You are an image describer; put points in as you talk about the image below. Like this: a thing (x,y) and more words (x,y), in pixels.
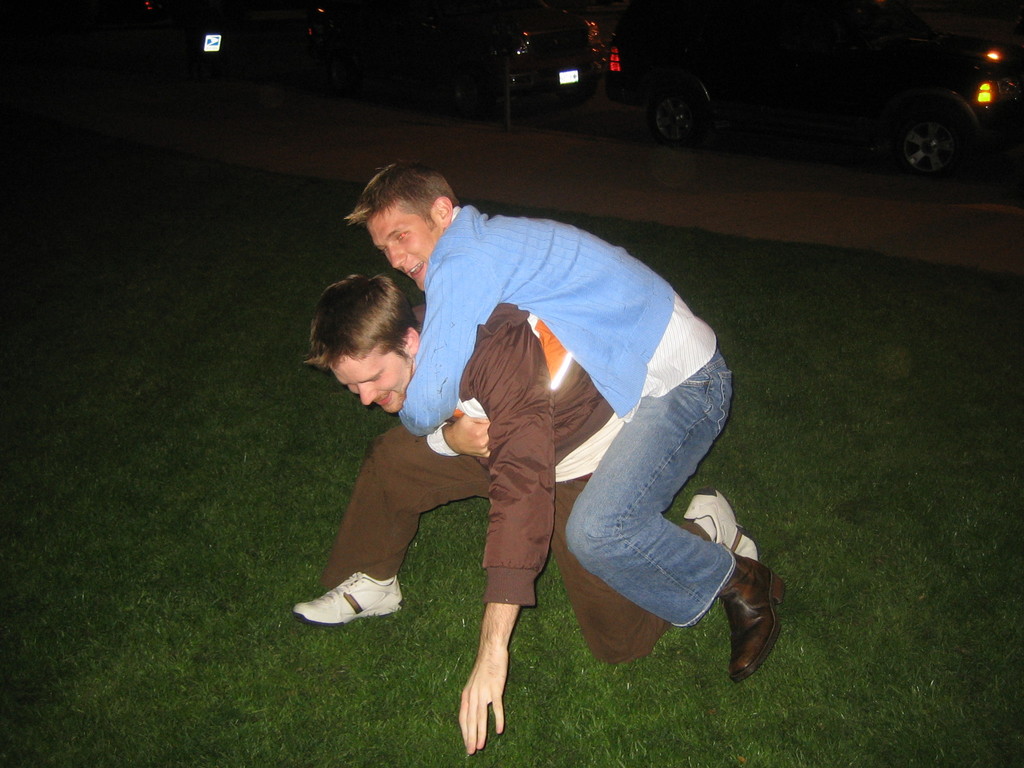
In this image there is a person (570,479) on the grassland (476,510). He is carrying a person (635,303) on his back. Top of the image (458,93) there are vehicles (410,75) on the path (784,189).
